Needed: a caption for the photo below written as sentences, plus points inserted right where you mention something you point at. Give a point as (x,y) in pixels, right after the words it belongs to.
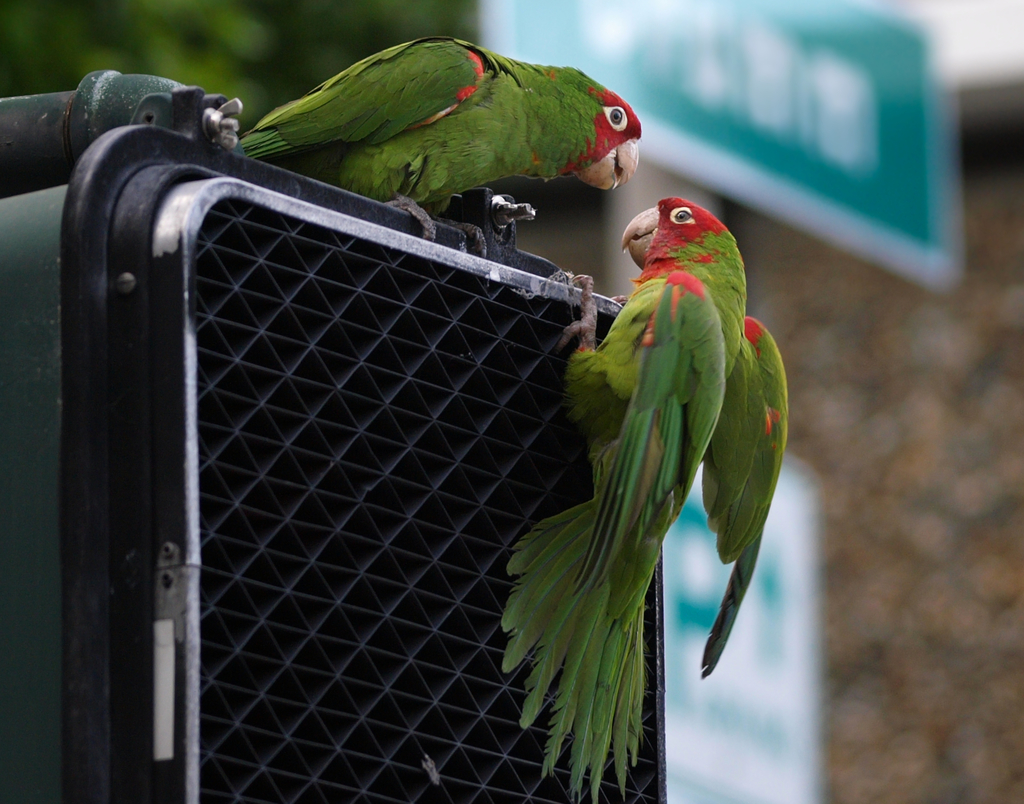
In this picture we can observe two green color parrots (519,152). There is a traffic signal (219,311). We can observe green color board (753,56). In the background (72,47) there are trees (168,59).
